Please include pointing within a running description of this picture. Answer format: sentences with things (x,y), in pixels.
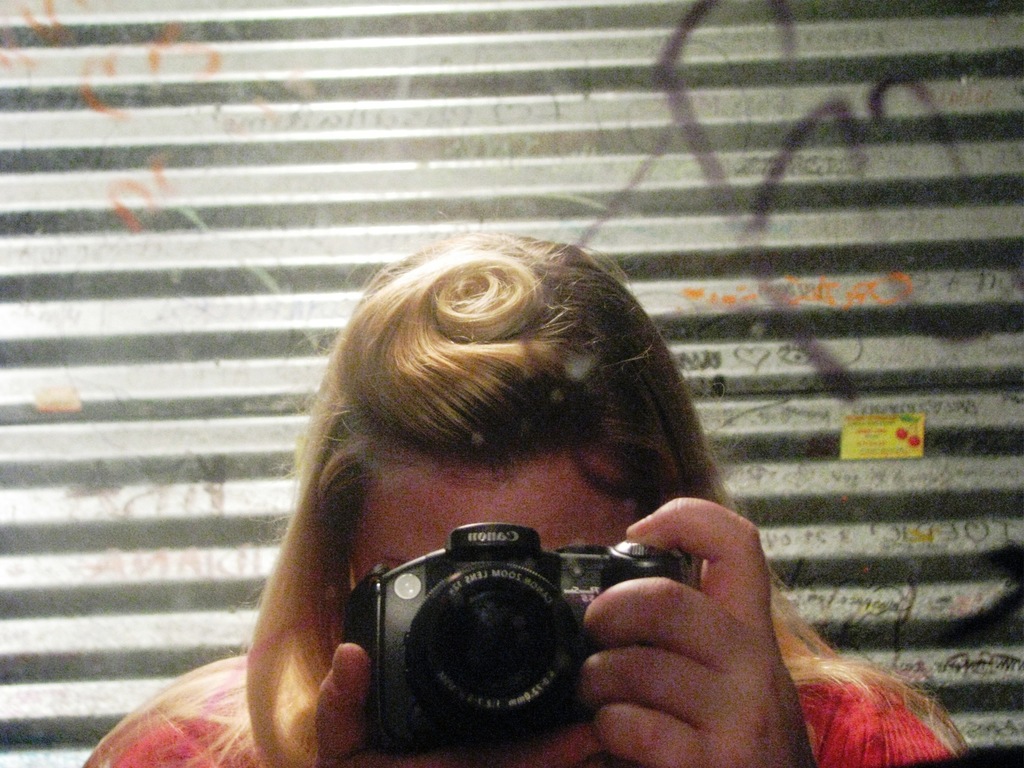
In this image there is a woman (384,553) holding the camera (473,571). Behind her there is a metal shutter (272,177) with some text (772,161) on it.
